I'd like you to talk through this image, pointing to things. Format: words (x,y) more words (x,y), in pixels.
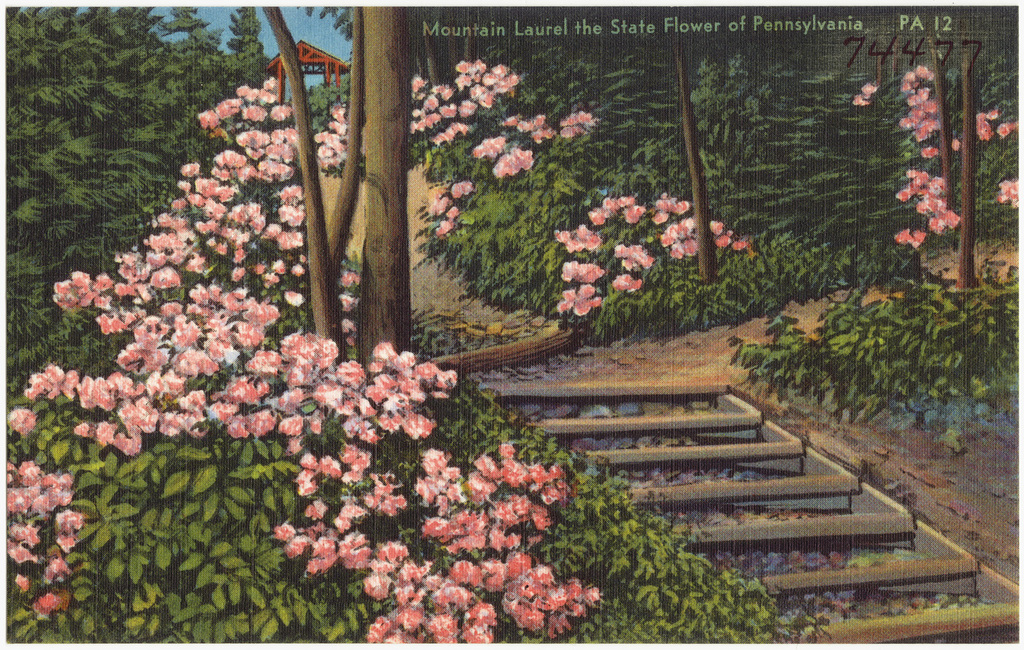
This is an animated image. In this image, we can see plants (243,350) with some flowers (509,472) and the flowers (636,216) are in pink color, we can also see some trees (695,169). In the background (347,64), we can see a hut (276,59). On the top (304,28), we can see a sky (317,40), at the bottom (698,504), we can also see some steps (997,582).
